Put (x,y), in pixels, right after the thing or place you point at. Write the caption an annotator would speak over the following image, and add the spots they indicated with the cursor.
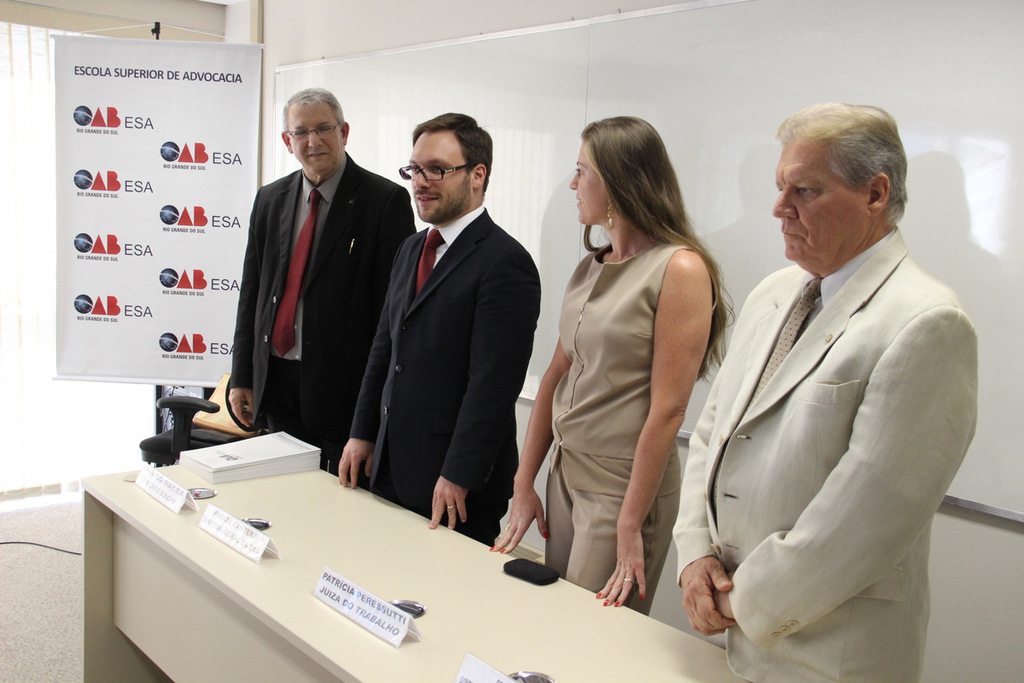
In the picture I can see a person (893,420) wearing white color blazer (825,484) and these two men (331,277) wearing black color blazers (332,335) and a woman (591,430) standing here. Here we can see name boards (151,479) and some papers (271,471) are placed on the table (492,607). In the background (188,212), I can see a board (769,58), banner (194,129) and windows (39,271).
